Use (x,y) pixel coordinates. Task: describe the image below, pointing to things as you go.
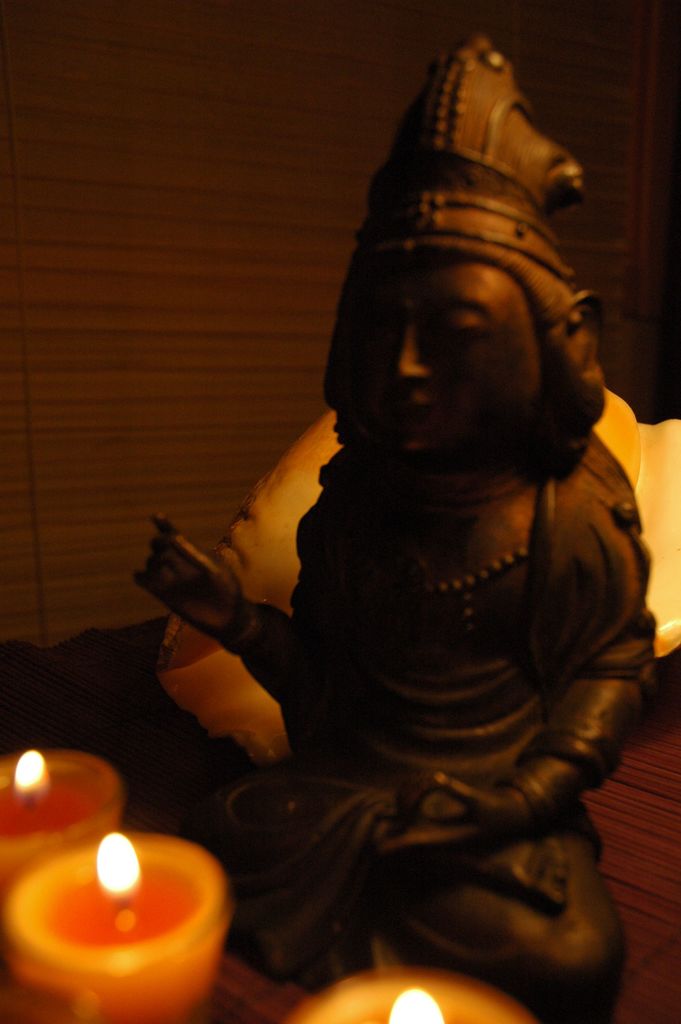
In this image I can see a god statue (311,841). In front (14,800) I can see three candles (101,944). Background (212,305) is in brown and black color.
